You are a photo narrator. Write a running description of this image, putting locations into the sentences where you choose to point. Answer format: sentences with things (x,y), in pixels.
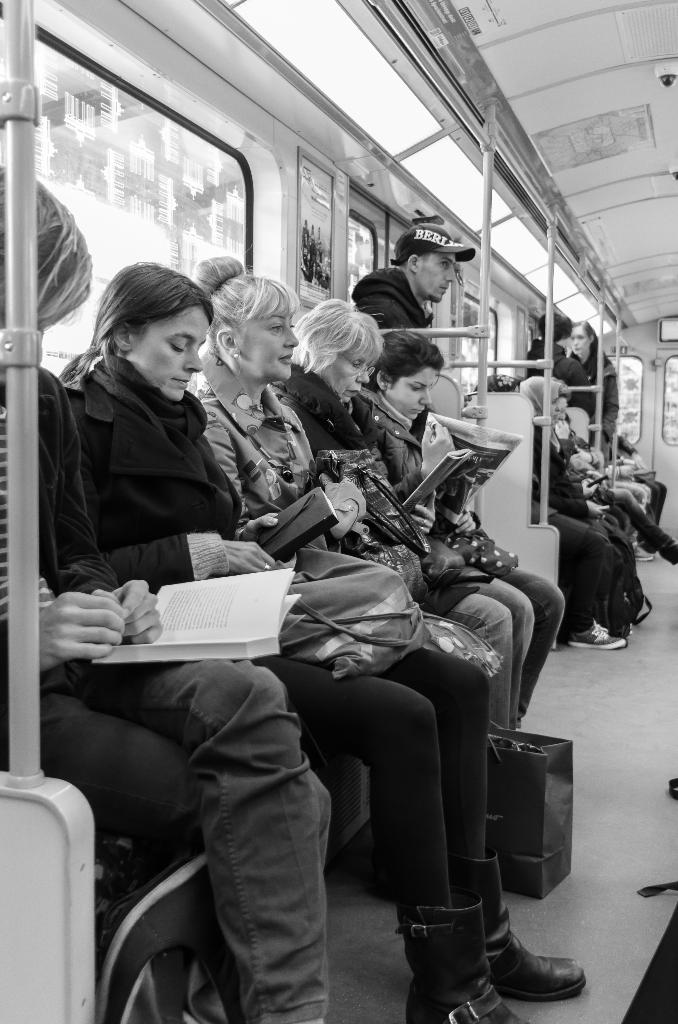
In this image few persons (371,716) are sitting on the seats (68,819), which are inside the vehicle (360,868). Left side (207,701) a person (196,708) is having a book (170,660) on his lap (199,695). Beside there is a woman (190,500) holding a book (262,548) and she is having a bag (383,660) on her lap (387,670). A person (436,294) is standing behind the metal rods (486,333). Background (85,230) there are few windows (119,264). A bag (572,857) is on the floor (571,913).
